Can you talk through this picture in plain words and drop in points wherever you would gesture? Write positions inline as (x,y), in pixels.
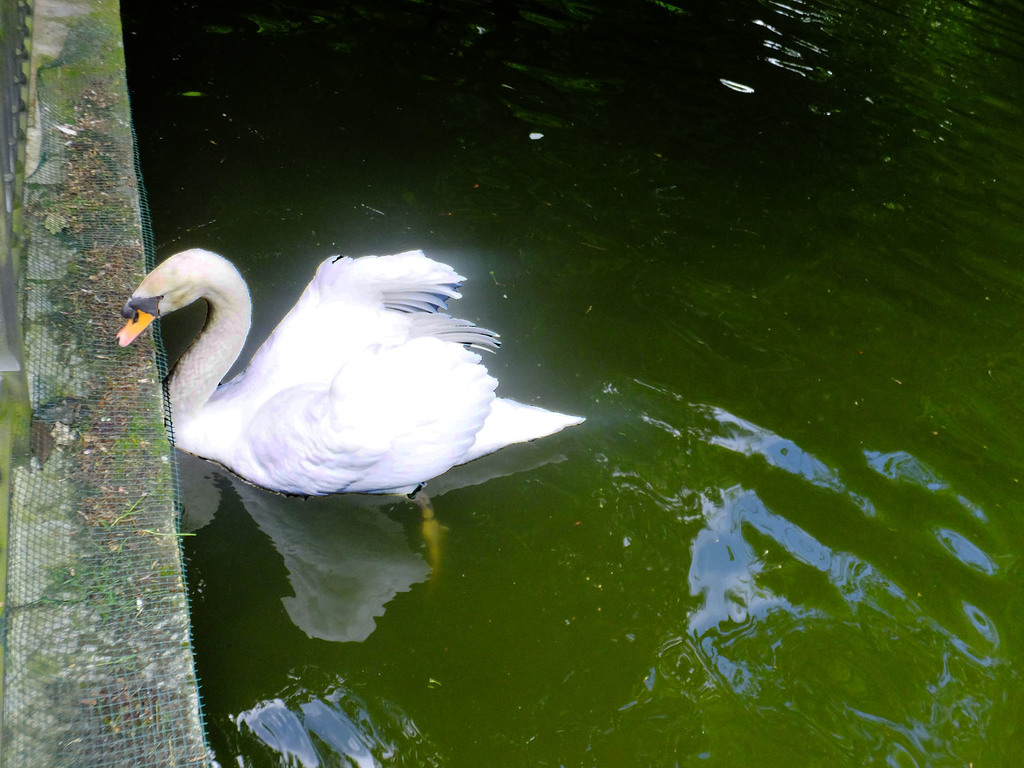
In this image we can see a swan (300,394) in the water (241,361).
